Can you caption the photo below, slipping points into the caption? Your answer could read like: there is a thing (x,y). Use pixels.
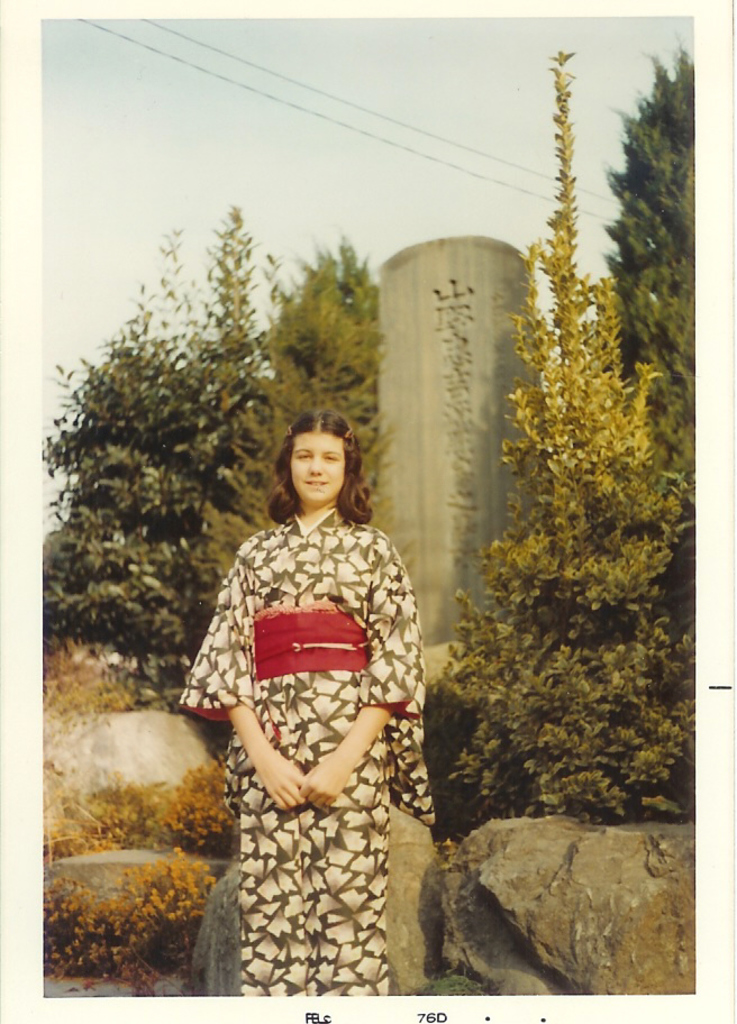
In this image we can see a person (312,807) standing. In the background (210,404) there are trees (691,503), wires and sky (313,217). There is a tower (482,602). At the bottom (581,934) there are rocks (677,907).
